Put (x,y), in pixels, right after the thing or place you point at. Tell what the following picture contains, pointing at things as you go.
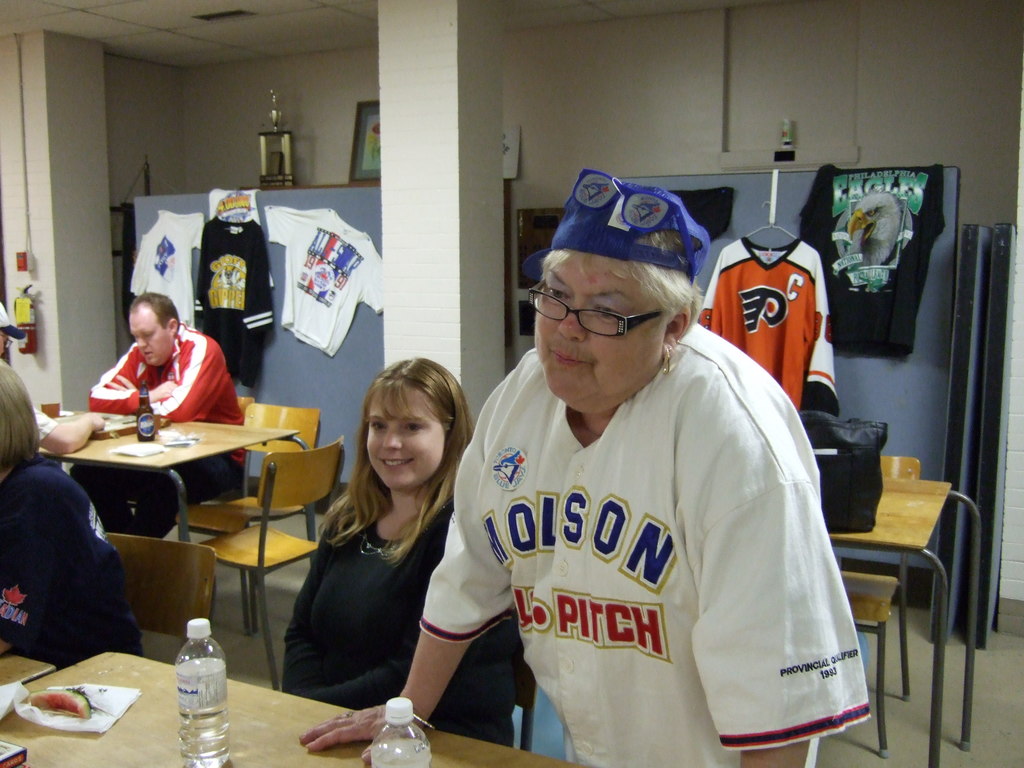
In this picture there are many people (148,371) sitting on the table (127,441) and a woman (683,601) standing. In the background (254,271) there are many t shirts (372,276) which are attached to the boards (796,200).
